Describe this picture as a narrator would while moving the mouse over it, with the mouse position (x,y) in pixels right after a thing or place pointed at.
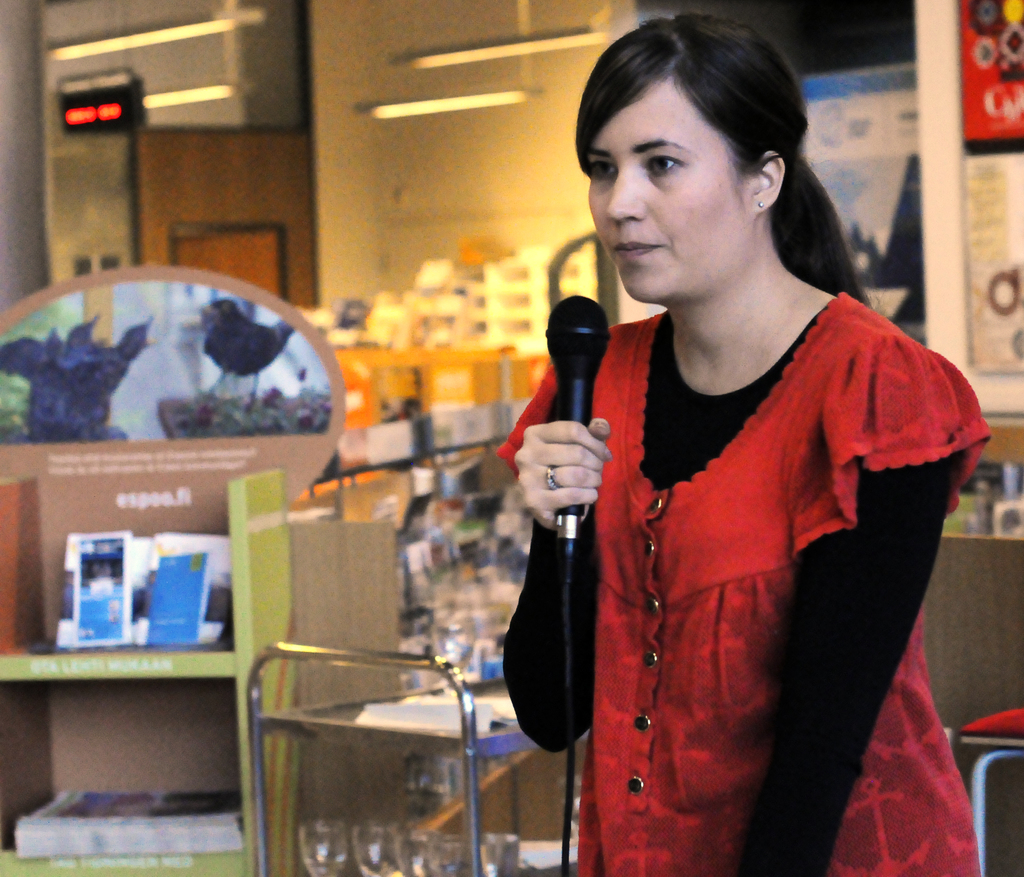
This is the picture of a woman (876,678) standing and talking in the microphone (568,354) and in back ground (175,566) there are books (156,557) in the rack (189,727), table (344,661), glasses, timer (113,78), bulb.
